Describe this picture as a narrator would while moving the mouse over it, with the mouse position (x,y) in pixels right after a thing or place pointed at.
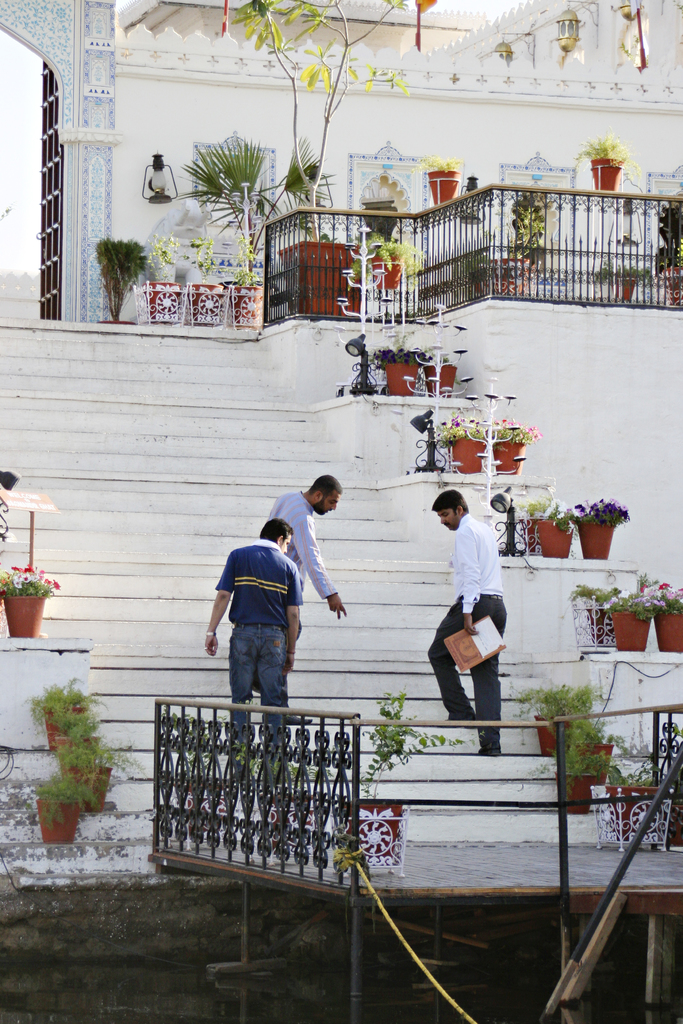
In this image I can see in the middle (272,581) three men (248,665) are walking through the stairs (348,628) by looking at them, at the top (215,249) there are plants (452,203) and there is the building (415,106) in white color.
